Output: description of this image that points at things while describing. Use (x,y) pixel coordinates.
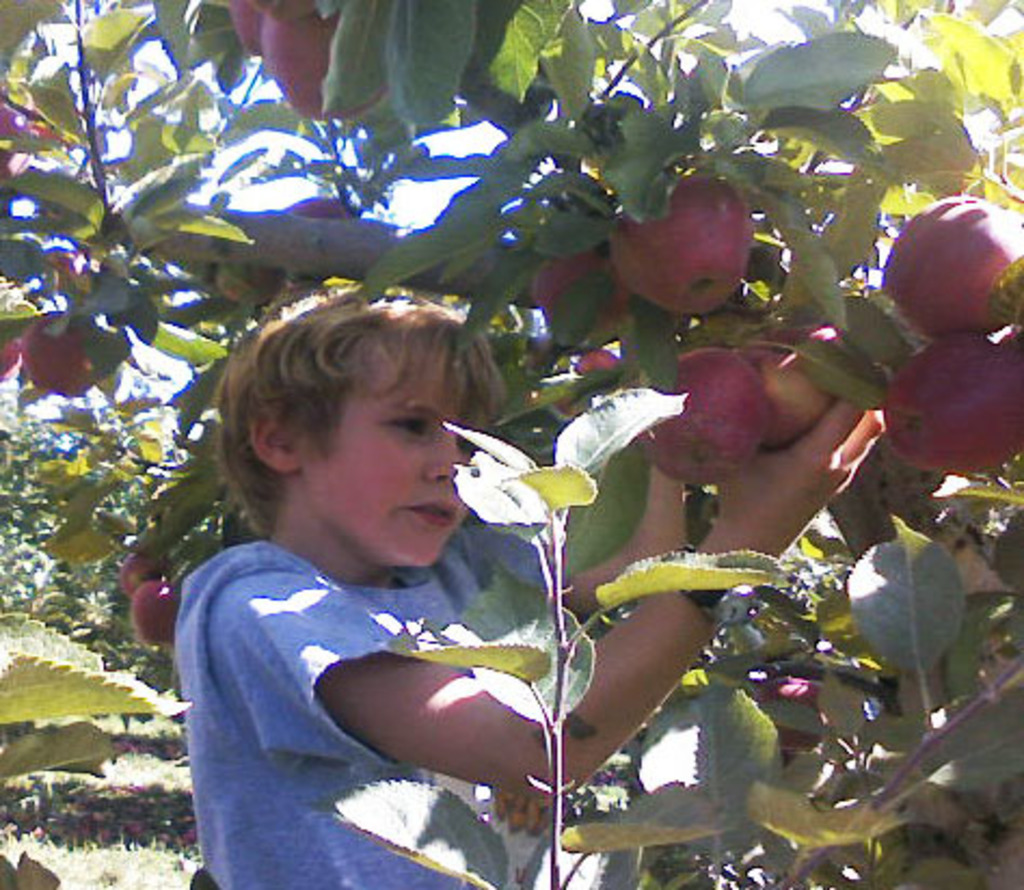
This picture looks like a boy (365,562) trying to pluck a apple (728,461) from the tree (645,375) and I can see few apple trees (215,449).
